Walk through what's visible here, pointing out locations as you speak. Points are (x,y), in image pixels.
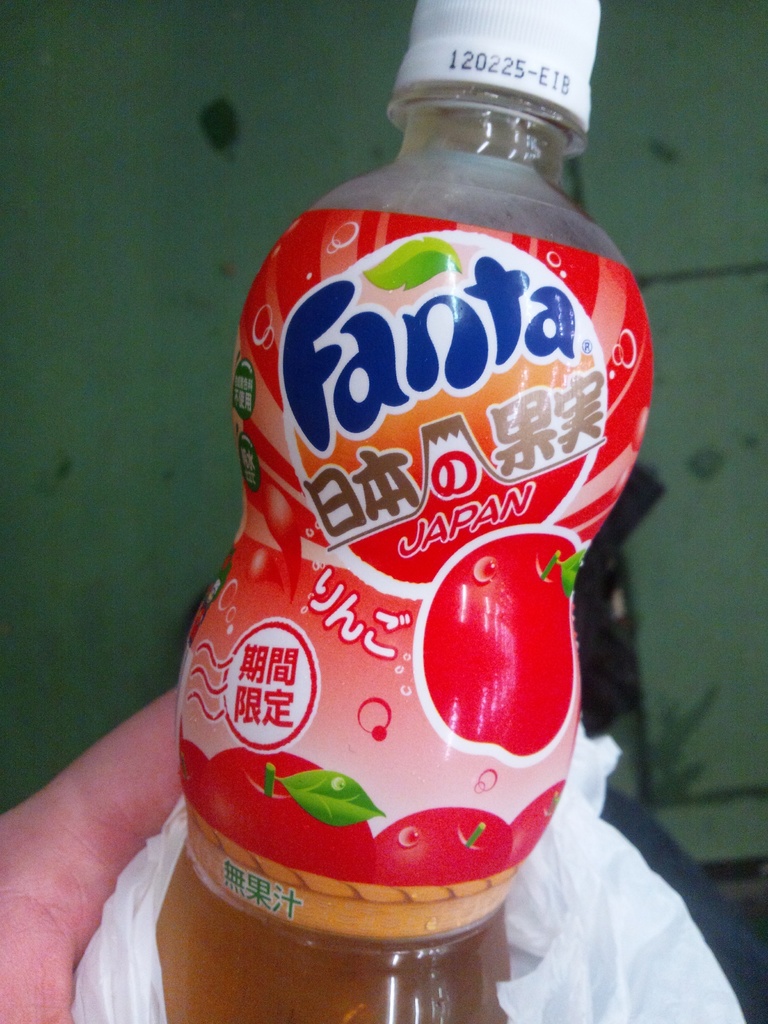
In the picture a hand (140,773) is holding a juice bottle (296,693). There is label (273,655) on it and on the label (276,589) there is text (384,376) Fanta, apples (482,560), leaves (575,566) and text (512,503) in Japanese language. On the cap (493,72) of the bottle (464,164) there are some numbers (498,64). The bottle (596,351) is wrapped in a plastic cover (637,859). In the background (714,723) there is a wall (704,617).
